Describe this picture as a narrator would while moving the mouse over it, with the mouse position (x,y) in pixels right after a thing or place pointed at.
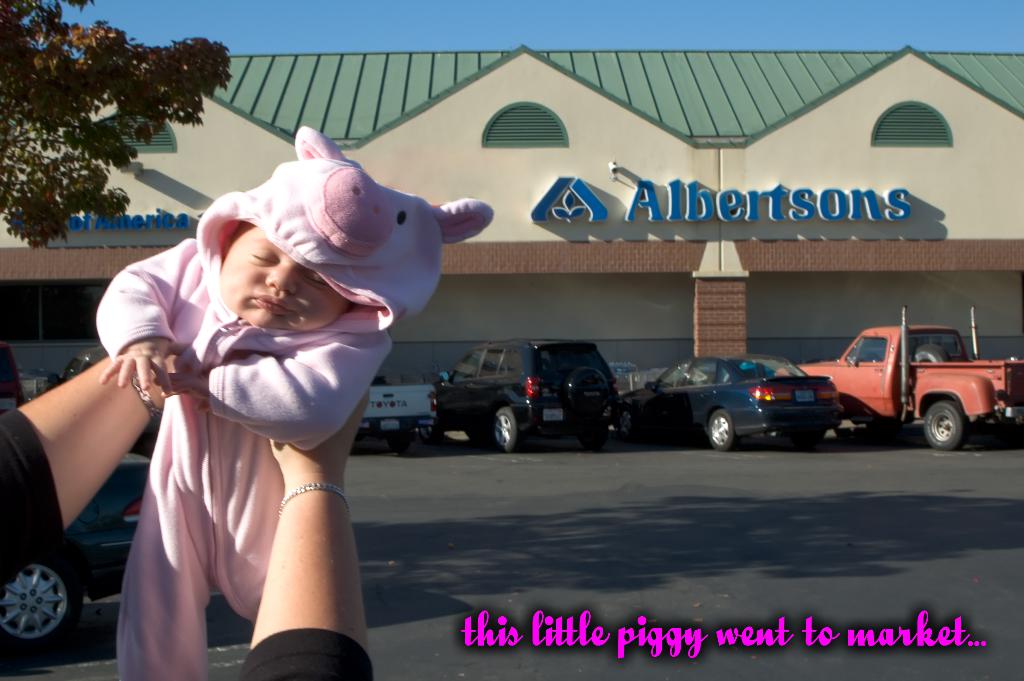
This picture is clicked on the road (586,531). There are cars (552,391) parked on the road (584,495). Behind the cars (456,399) there is a supermarket (633,90). There is text (553,211) on the walls (181,204) of the supermarket (168,203). At the top (549,14) there is the sky (506,14). In the top left (62,130) there are leaves (55,125) of a tree (50,118). In the bottom left (287,537) there are hands (113,443) of a person (95,437) holding an infant (208,364). At the bottom (595,633) there is text (696,643) on the image.
